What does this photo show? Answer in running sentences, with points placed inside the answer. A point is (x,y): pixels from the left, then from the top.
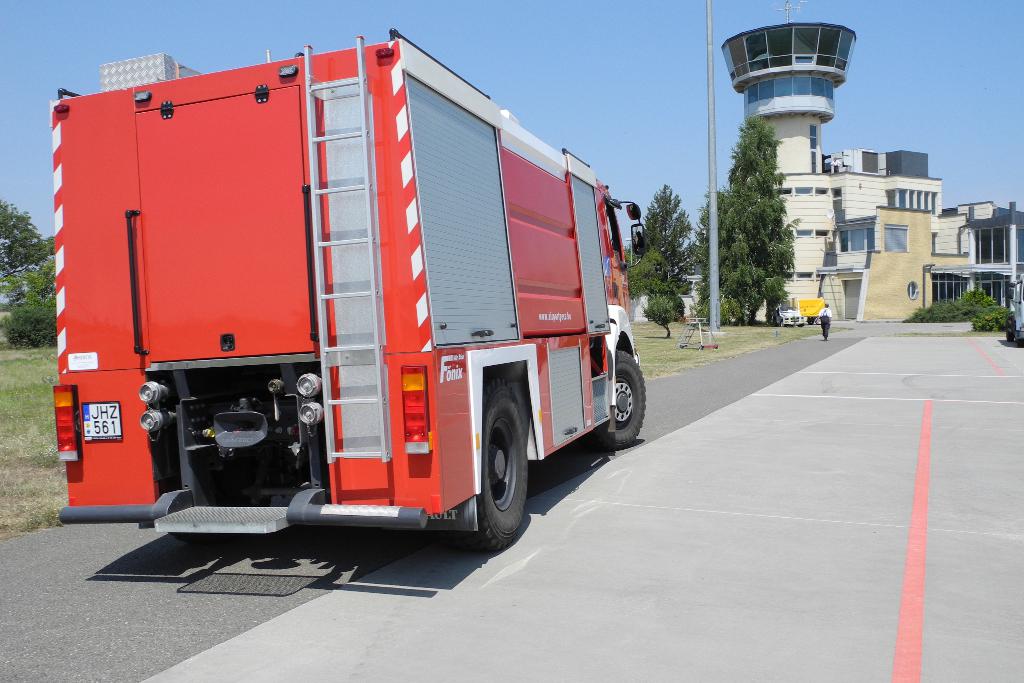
In this picture we can see few vehicles (564,414) and a person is walking on the road (806,337), beside to the person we can find a pole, in the background (777,278) we can see few trees (724,204) and buildings (868,210).
